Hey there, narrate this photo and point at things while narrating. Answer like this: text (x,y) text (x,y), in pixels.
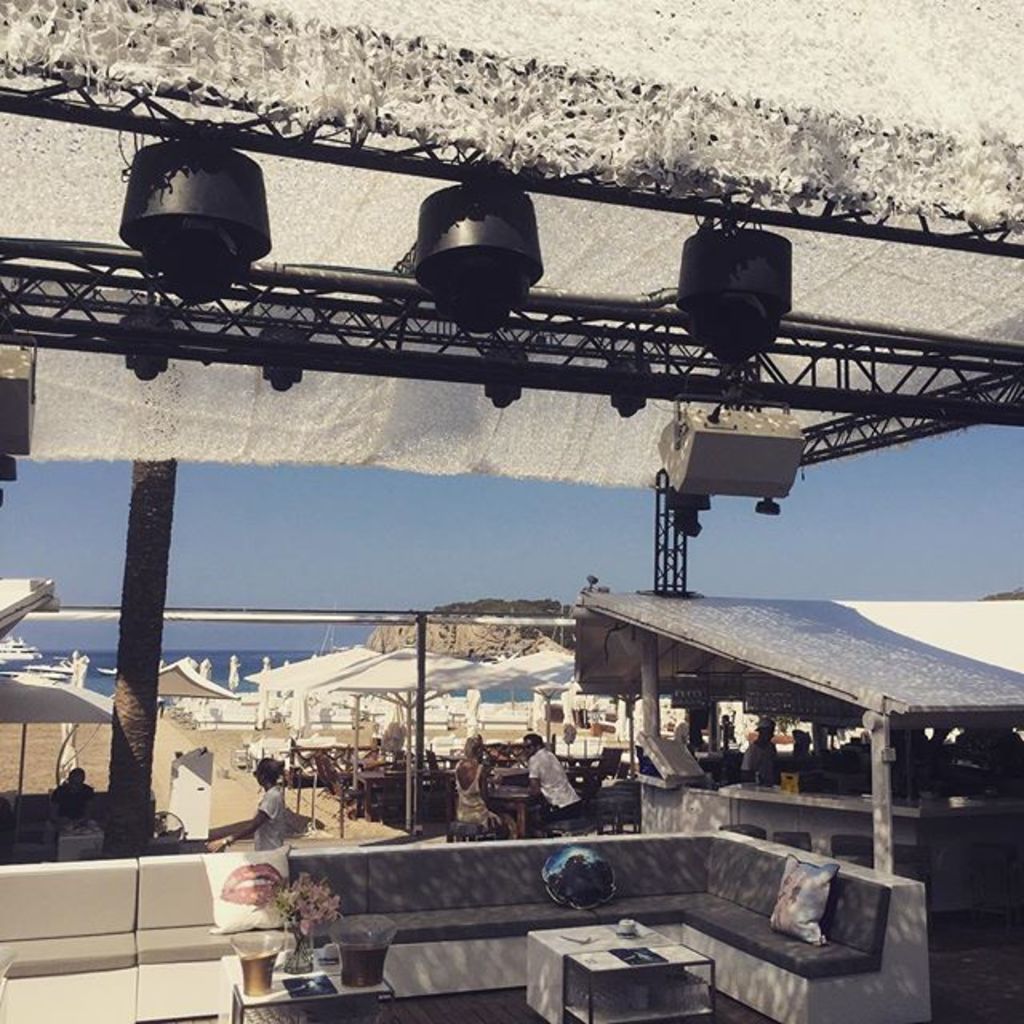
At the bottom of the image (127,932) we can see sofa (590,908) and tables (347,996). There are flower vases (311,969) placed on the table (331,1009). In the background (537,737) there are tents (43,694) and we can see many people (481,787) sitting on the chairs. In the background (458,638) there is a hill (447,626), sea (249,665) and sky (381,536). At the top (751,296) there are lights (522,284).
